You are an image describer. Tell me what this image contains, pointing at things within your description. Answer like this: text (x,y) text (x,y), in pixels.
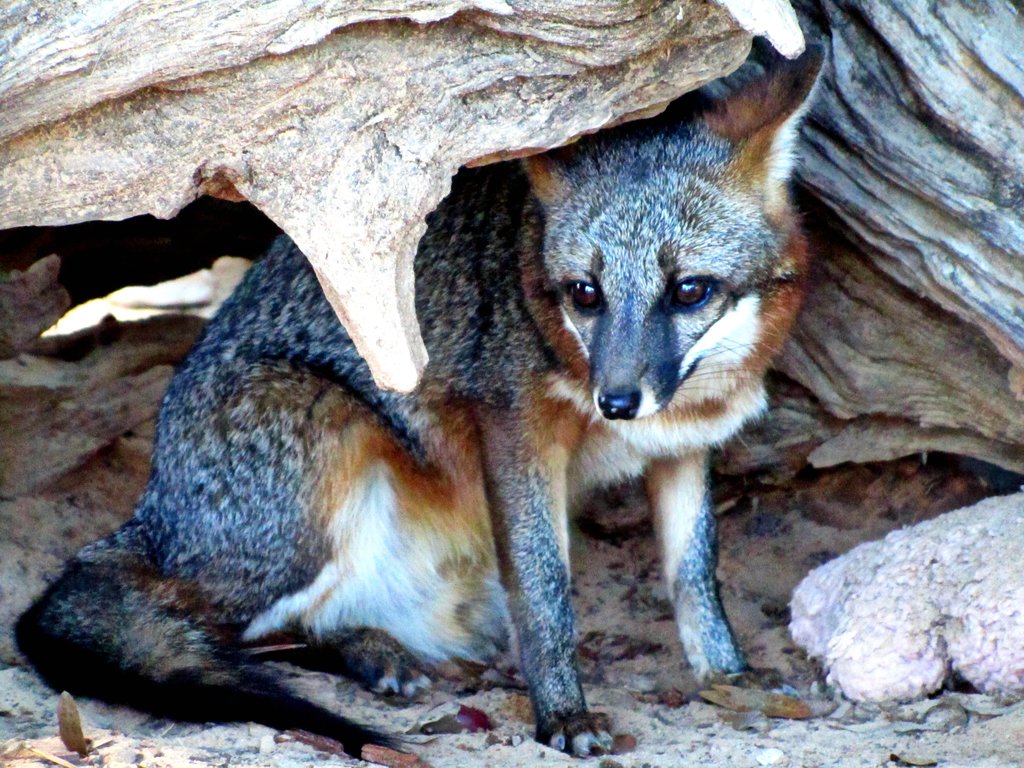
In this image I can see an animal (675,582) in brown, white and cream color. In the background (253,32) I can see an object (518,55) in brown and cream color.
